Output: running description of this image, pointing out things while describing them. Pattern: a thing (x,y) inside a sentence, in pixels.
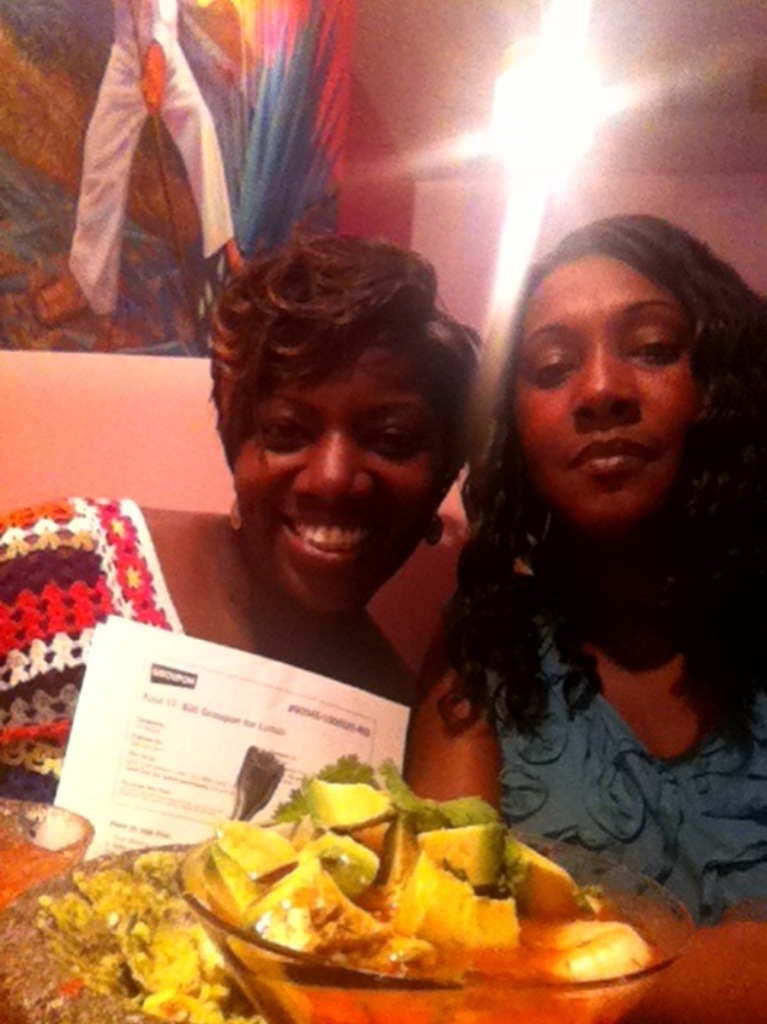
In this picture we can see two women (602,500). In front of the women (343,535), there are papers (140,802) and some objects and there is food (307,853) in a plate (407,861). Behind the women (310,642), there is a wall (463,214) and light (511,106). In the top left corner of the image (73,179), there is a photo frame (96,197) attached to the wall (112,407).
